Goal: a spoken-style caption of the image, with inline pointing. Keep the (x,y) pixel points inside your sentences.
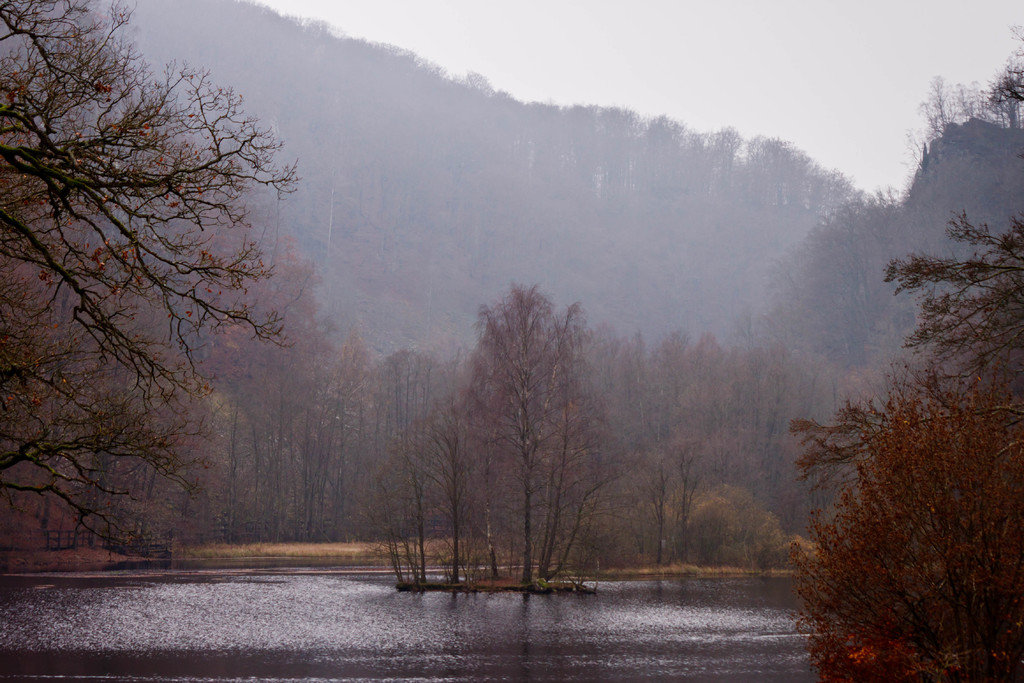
In this image we can see a group of trees (434,415). Behind the trees (294,413) we can see the hills (505,236). At the top (654,61) we can see the sky (714,19). At the bottom (289,609) we can see the water (219,614).
